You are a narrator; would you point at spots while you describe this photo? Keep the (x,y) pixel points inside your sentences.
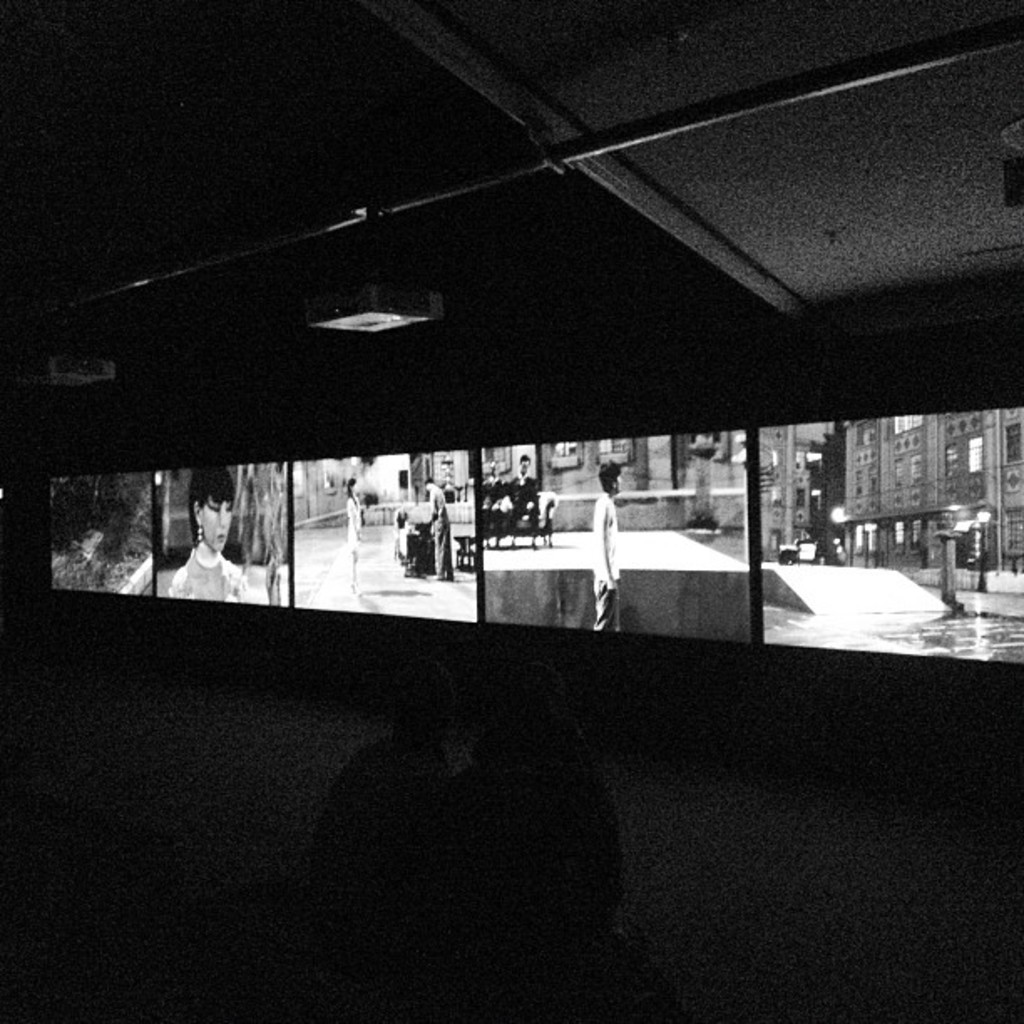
In this image I can see screens (387,479) showing a person (599,565) standing, background (976,462) I can see few buildings (991,493), light poles (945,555), ceiling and the image is in black and white.
